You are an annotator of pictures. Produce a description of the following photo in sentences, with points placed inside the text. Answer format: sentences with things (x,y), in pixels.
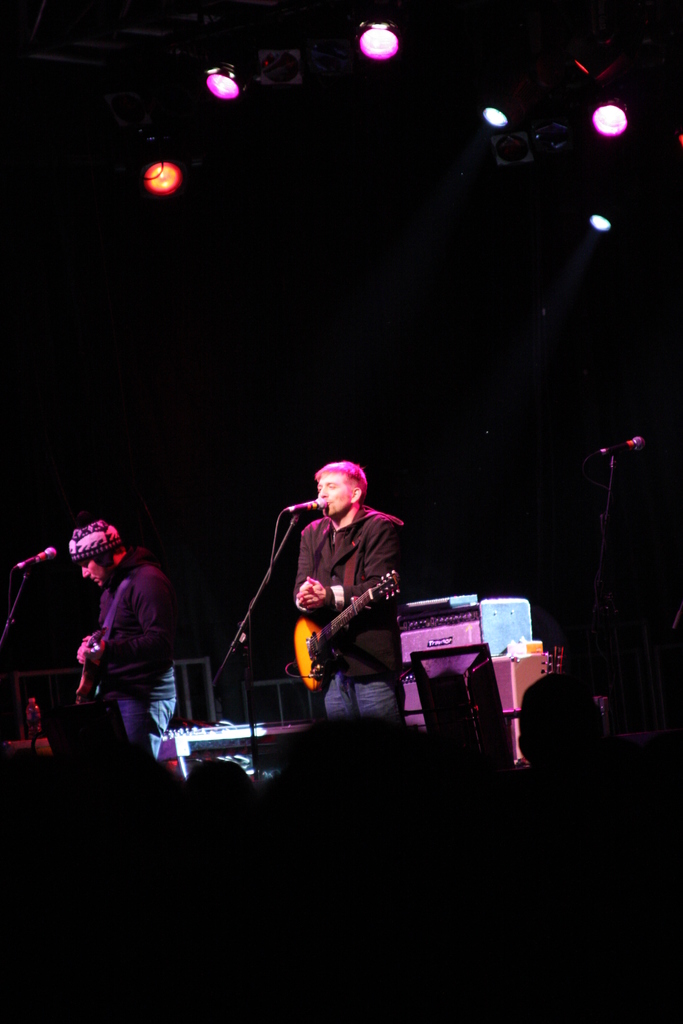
As we can see in the image there are two people (356,656) standing on stage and holding guitar (94,662) and in front of them there is a mic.
